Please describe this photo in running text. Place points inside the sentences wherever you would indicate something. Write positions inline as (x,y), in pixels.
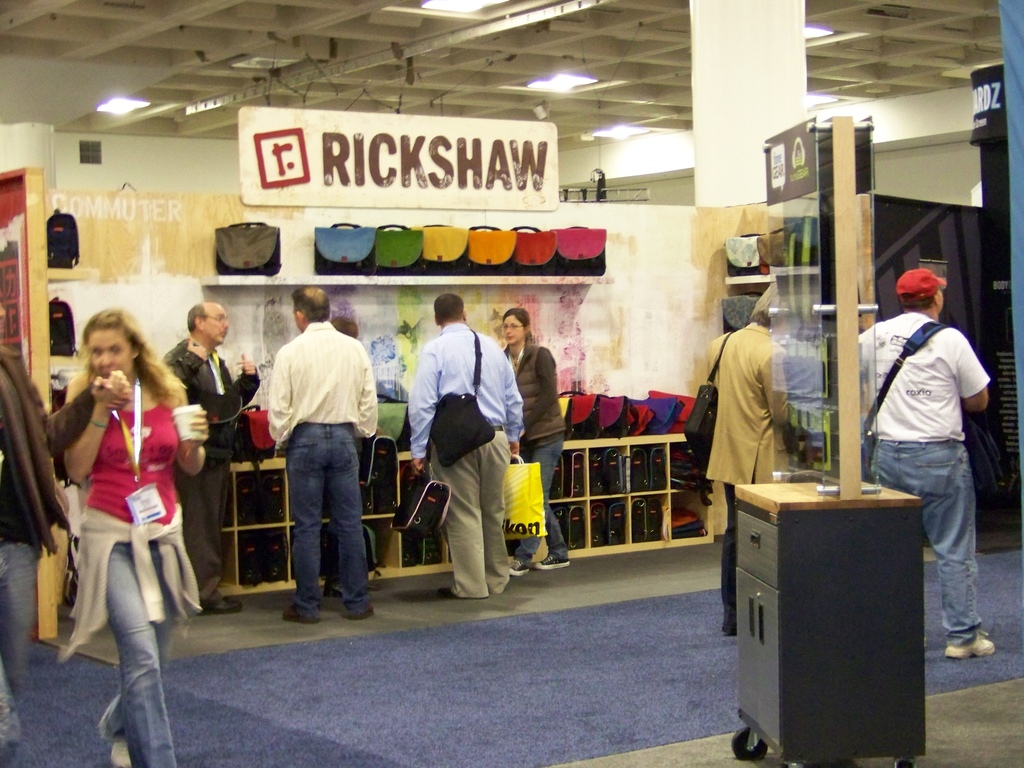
In this picture I can see there are two persons (102,450) walking on the left (113,458) and one of them is holding a cup (186,426) and walking and in the backdrop (198,401) I can see there is a wall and there are few people (415,439) standing and there are bags (442,245) arranged at the wall (670,350) and there is a pillar (774,22) and there are lights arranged at the ceiling (411,83).
